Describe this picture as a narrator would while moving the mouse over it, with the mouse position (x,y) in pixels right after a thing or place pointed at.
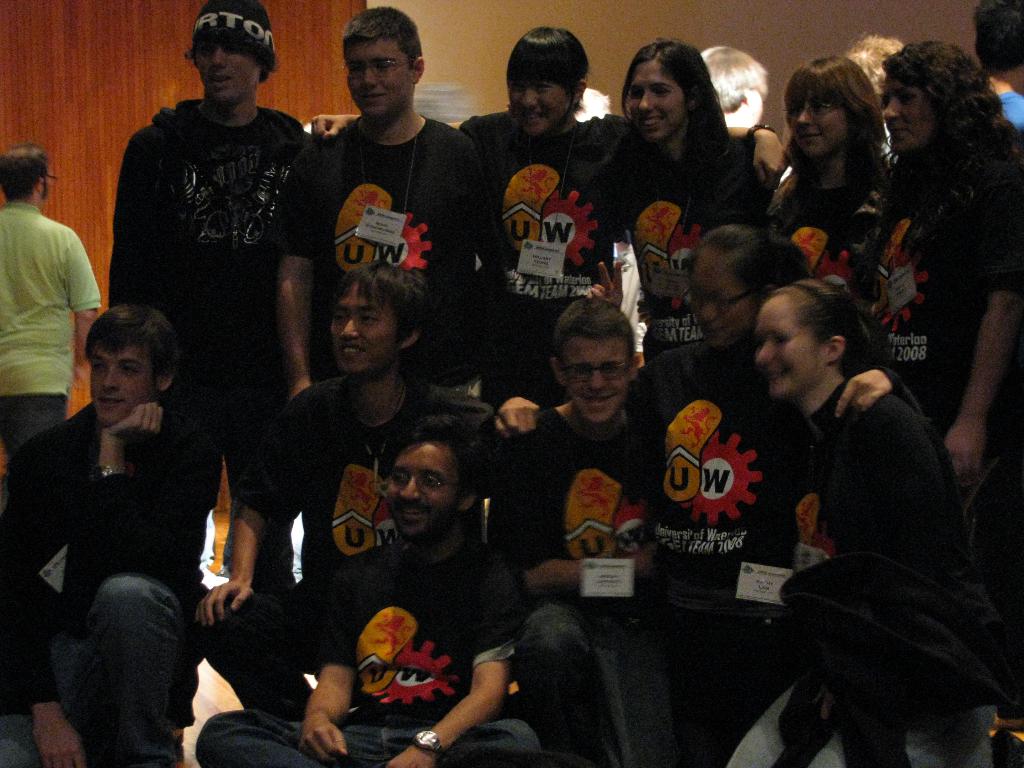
In this image we can see some people (450,169) wearing a black t-shirt (994,247) and posing for a photo. There is a person (46,285) walking and we can see the wall (96,215) in the background (102,195).
